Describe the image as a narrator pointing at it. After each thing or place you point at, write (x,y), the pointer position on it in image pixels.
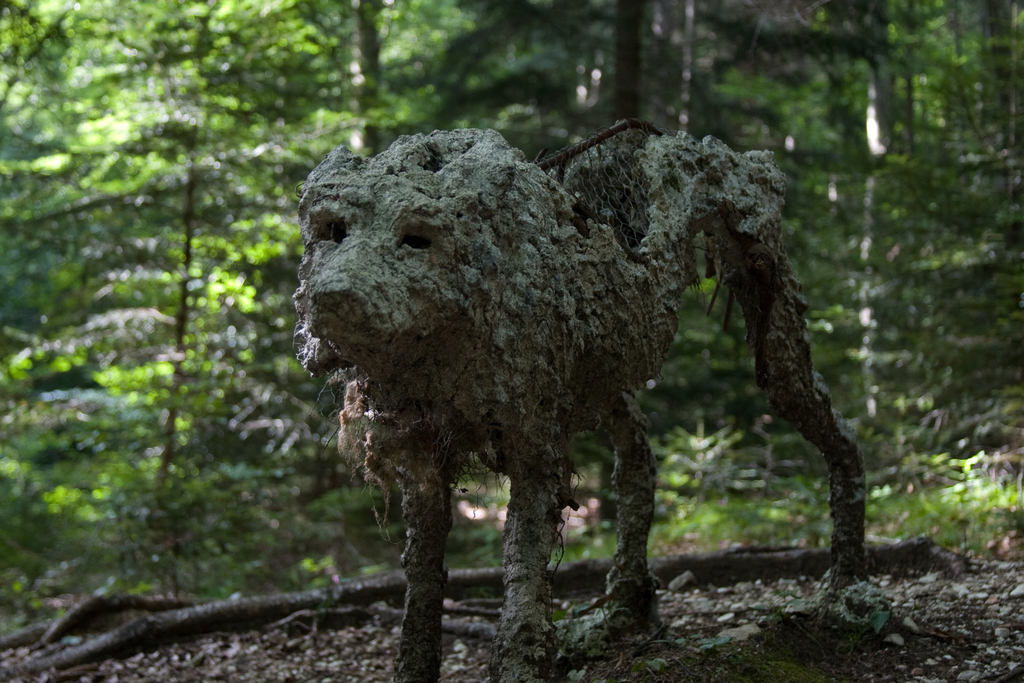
In this picture we can observe a shape of an animal (521,383) on the land (707,635). In the background (164,258) there are some trees (757,98) and plants (739,472) on the ground (671,590).
